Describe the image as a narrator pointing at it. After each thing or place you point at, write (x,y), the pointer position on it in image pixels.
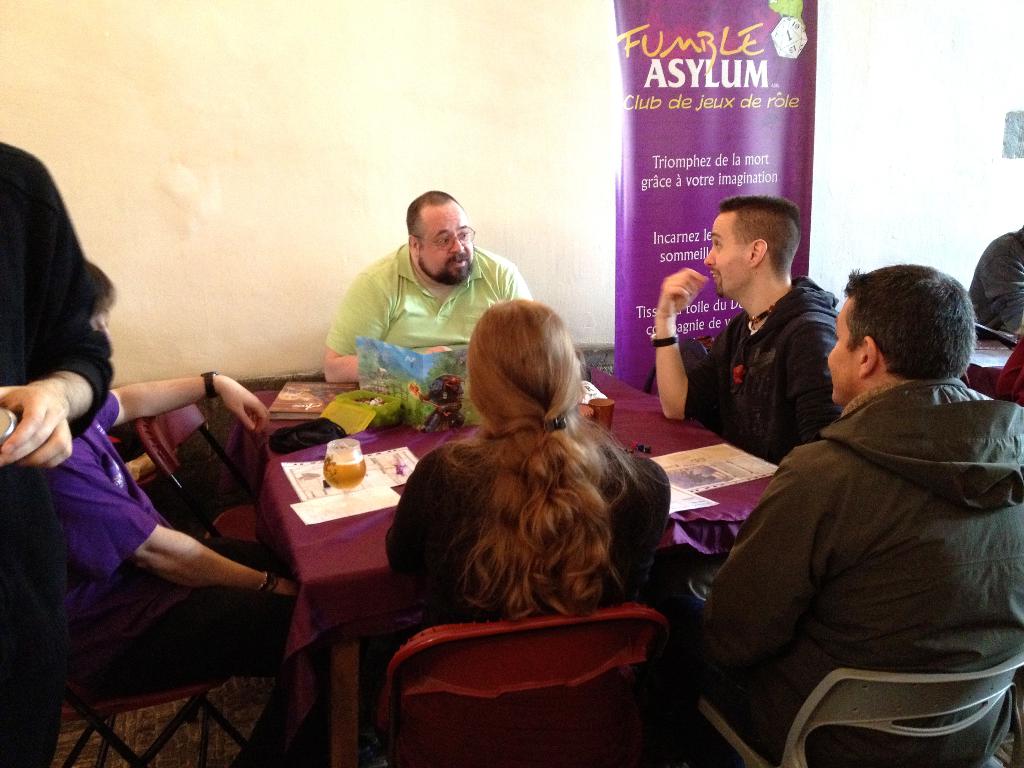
Here we can see a group of people (746,261) are sitting on the chair (163,440), and in front (307,388) here is the table (289,459) and glass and papers (707,471) and some objects (378,408) on it, and here is the hoarding (627,189), and at back (285,50) here is the wall (248,192).
